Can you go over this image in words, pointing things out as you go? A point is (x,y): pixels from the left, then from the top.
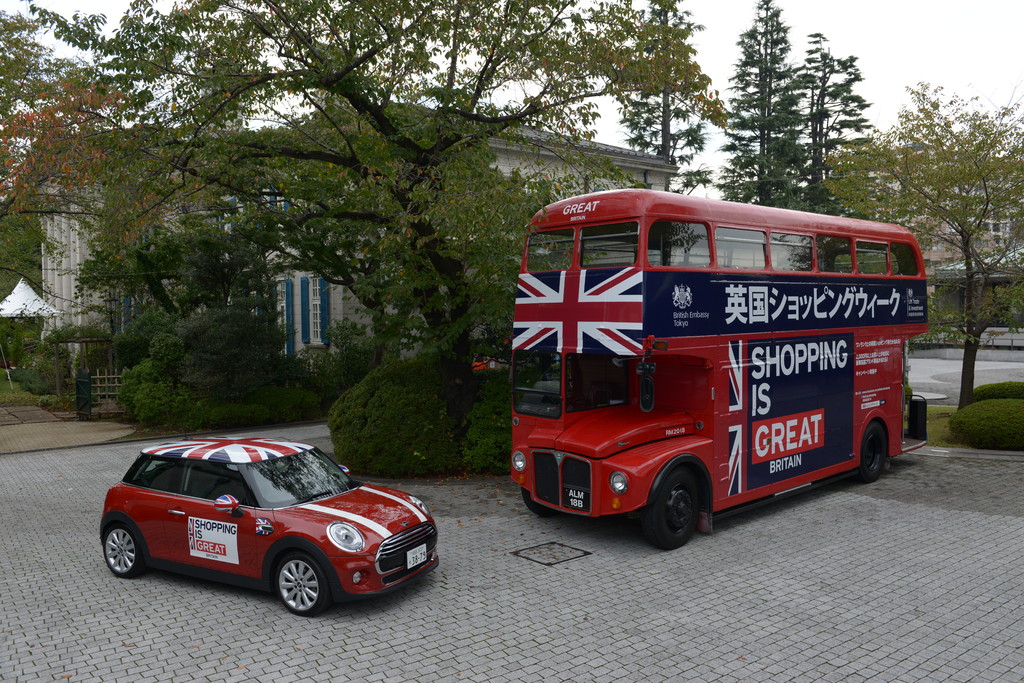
In this image there is a car (270,514) and a bus (633,356) on a floor (962,569), in the background (827,165) there are trees (488,194) and a house (512,159).
